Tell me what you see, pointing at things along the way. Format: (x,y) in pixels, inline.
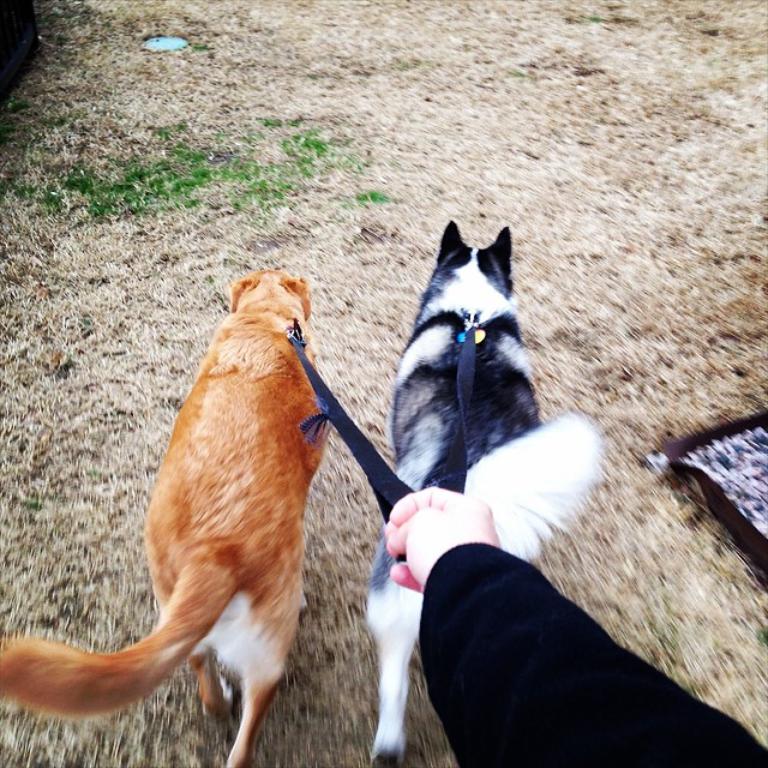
In this image we can see two dogs (245,352) walking on the ground (336,387). Here we can see the hand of a person (566,708) holding the dog rope chain (467,351).
